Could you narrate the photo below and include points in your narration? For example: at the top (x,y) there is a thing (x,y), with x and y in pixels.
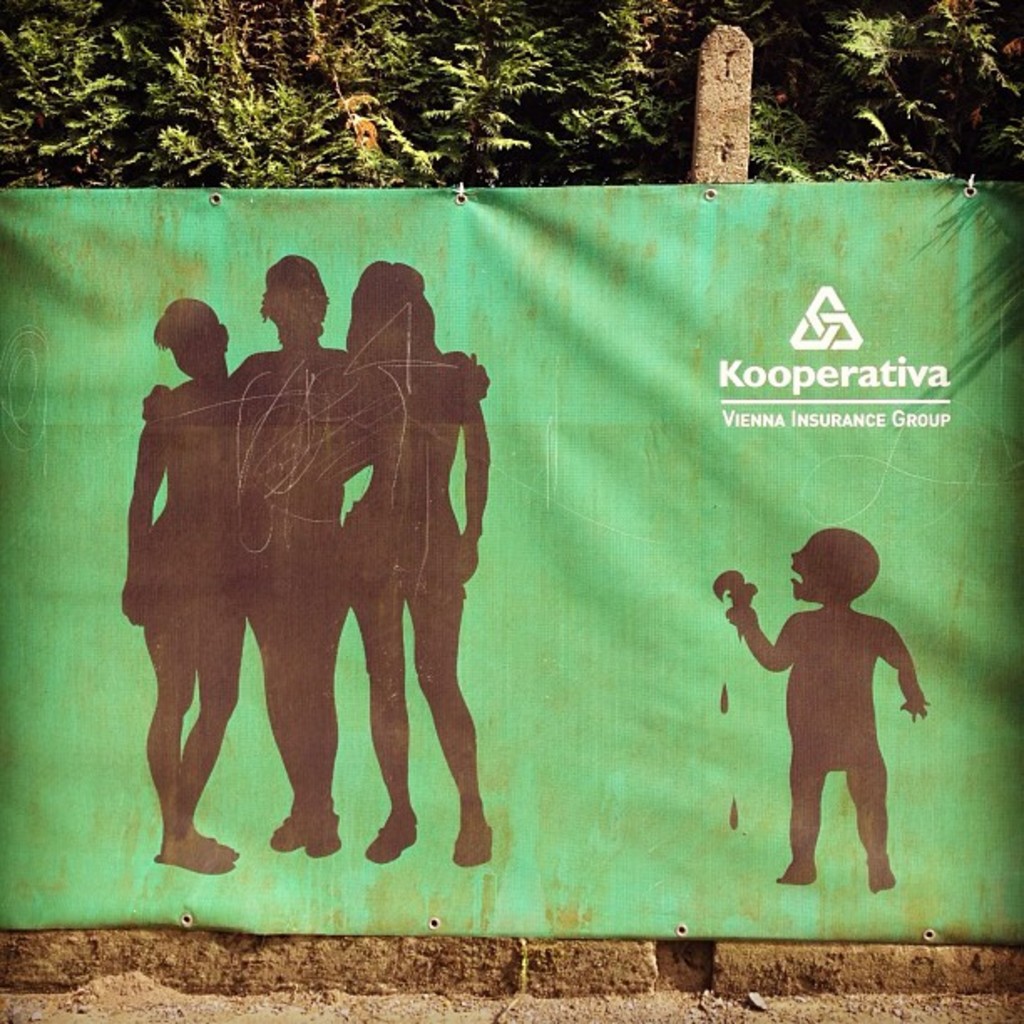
In this image I can see a green banner (712,405) and few people (211,364) are standing and something is written on it. Back I can see few trees (533,132).
